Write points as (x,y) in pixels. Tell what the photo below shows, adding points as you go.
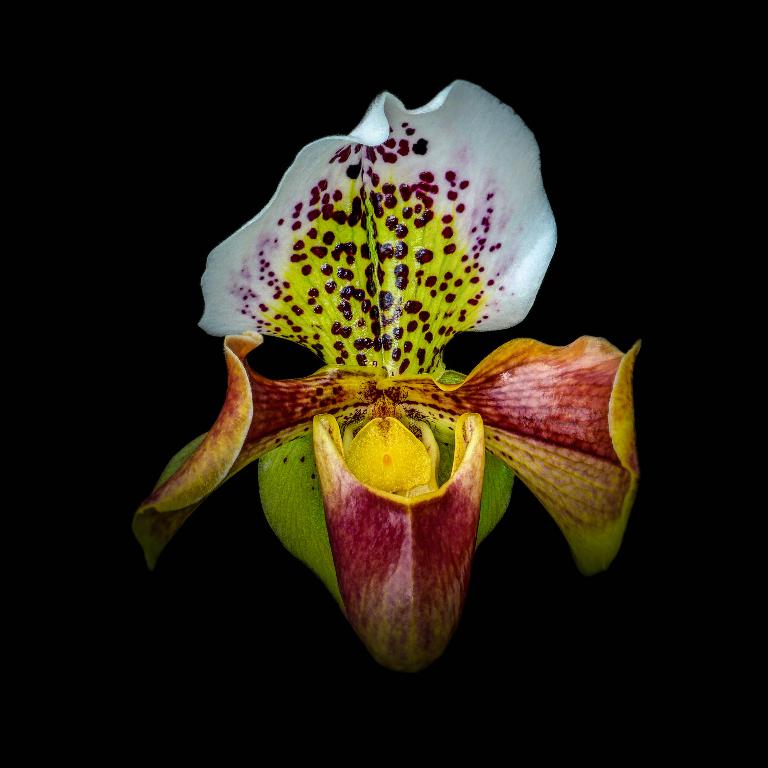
In the image in the center (395,394), we can see one flower (382,315), which is in red, white, yellow and green color.
